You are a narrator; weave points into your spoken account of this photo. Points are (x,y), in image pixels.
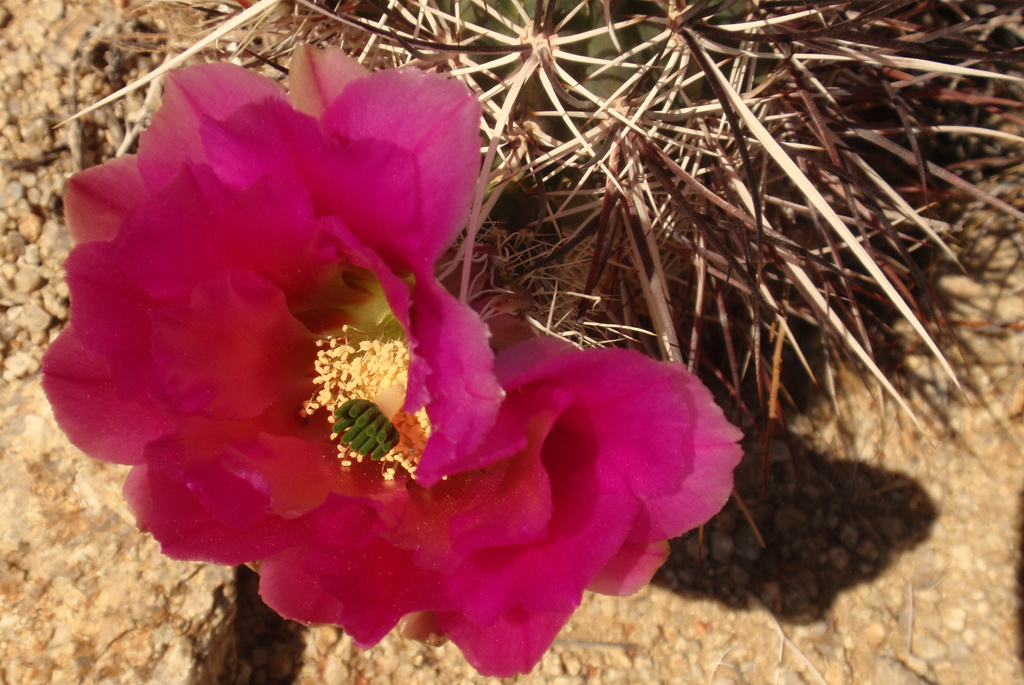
In the foreground of the picture (174,502) there is a flower (214,451) in pink color. At the top (751,211) there are thorns (713,244) of a cactus (682,153). At the bottom (452,649) it is soil (45,553).
